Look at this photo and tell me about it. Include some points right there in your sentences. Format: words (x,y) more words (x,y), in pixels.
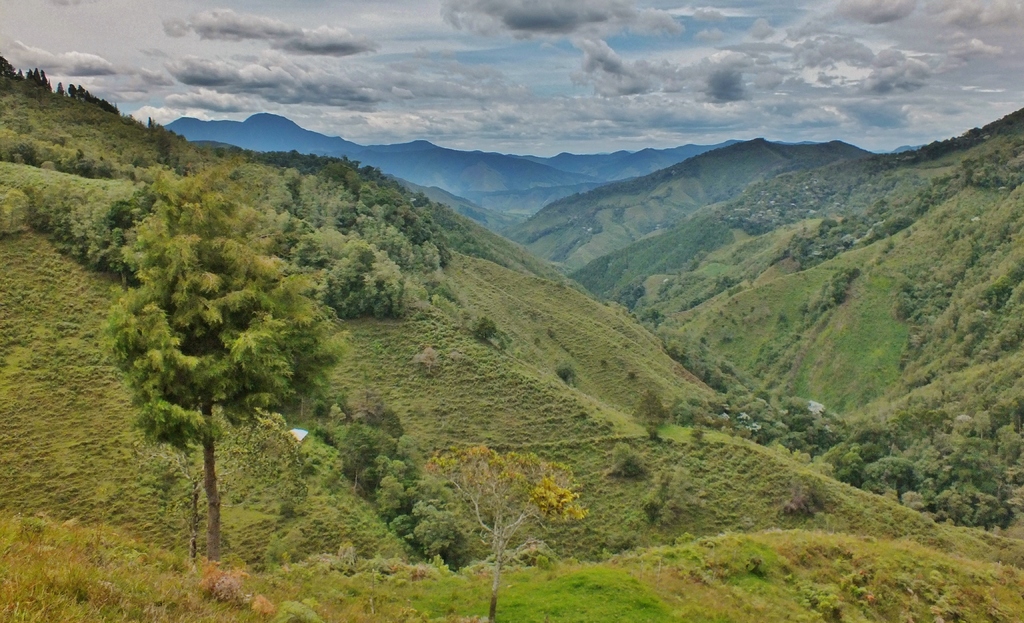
In this image I can see trees (904,464) in green color. Background (460,111) I can the sky (500,122) in blue and white color.
